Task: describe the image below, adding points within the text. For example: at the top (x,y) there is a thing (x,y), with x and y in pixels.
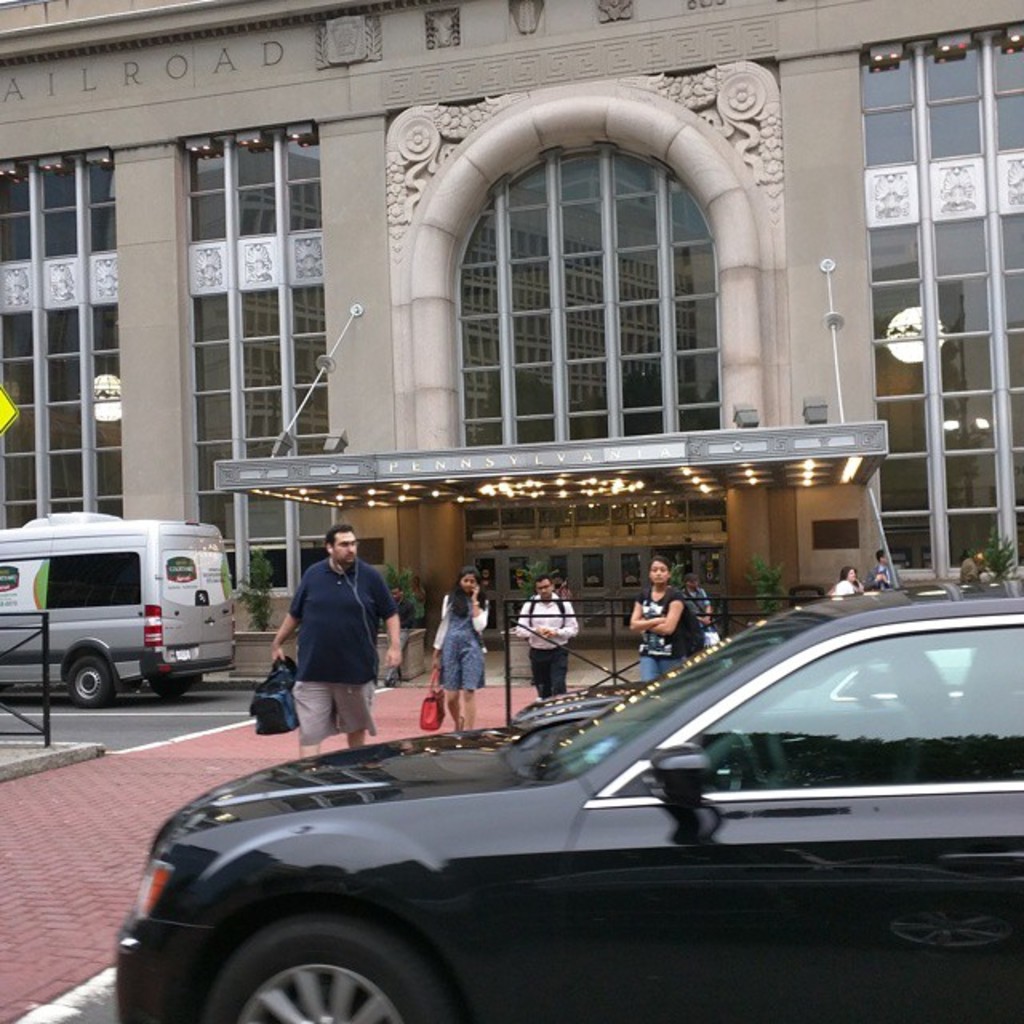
In this picture we can see people (352,743) walking on the red path (135,798) in front of a building (436,56) with lights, glass windows (596,155) and doors (611,576). There are vehicles (95,561) on either side of the road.
